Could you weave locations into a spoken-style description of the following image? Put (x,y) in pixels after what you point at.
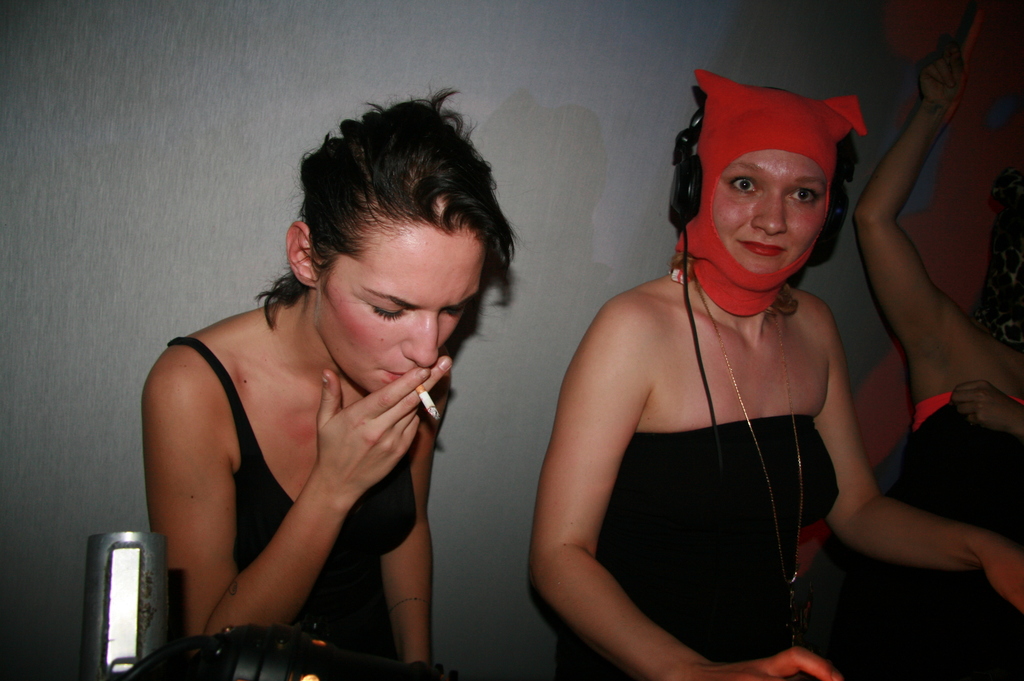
In this image there are three women (400,379), one of the women (382,407) is smoking a cigarette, in front of them there is some equipment (290,628), behind them there is a wall (576,328).
